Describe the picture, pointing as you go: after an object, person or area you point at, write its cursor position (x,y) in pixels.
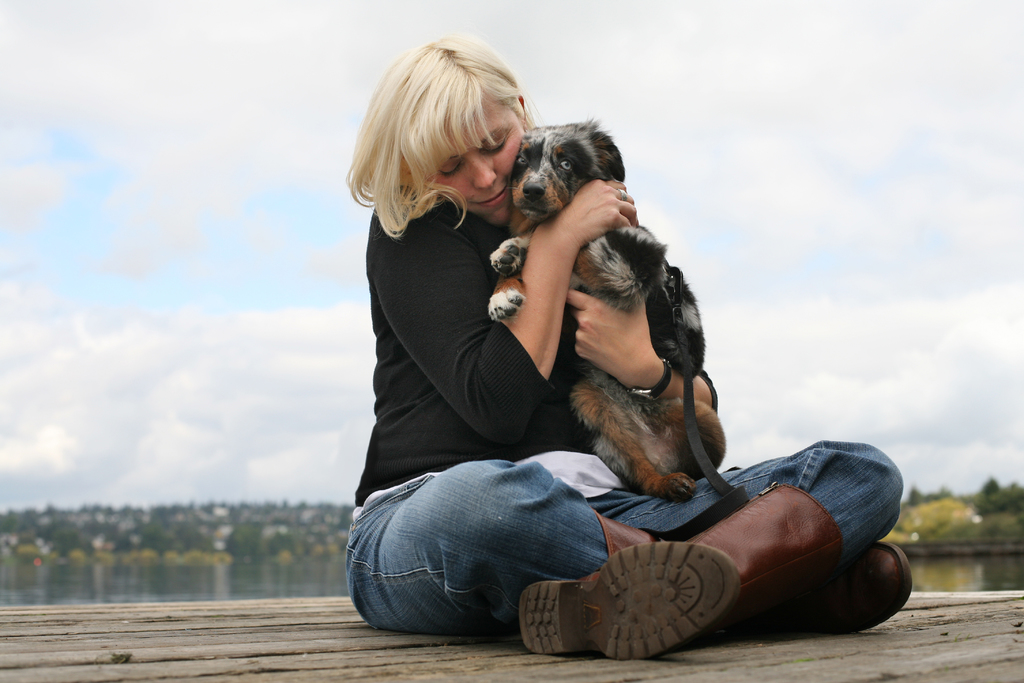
In this image there is a woman (397,168) sitting on the ground (346,622) and holding a dog (571,129). She is wearing a black top (457,379), blue jeans (488,537) and brown shoes (648,569). In the background (248,551) there is a lake (201,577), trees (253,513) and a blue sky (115,265).
